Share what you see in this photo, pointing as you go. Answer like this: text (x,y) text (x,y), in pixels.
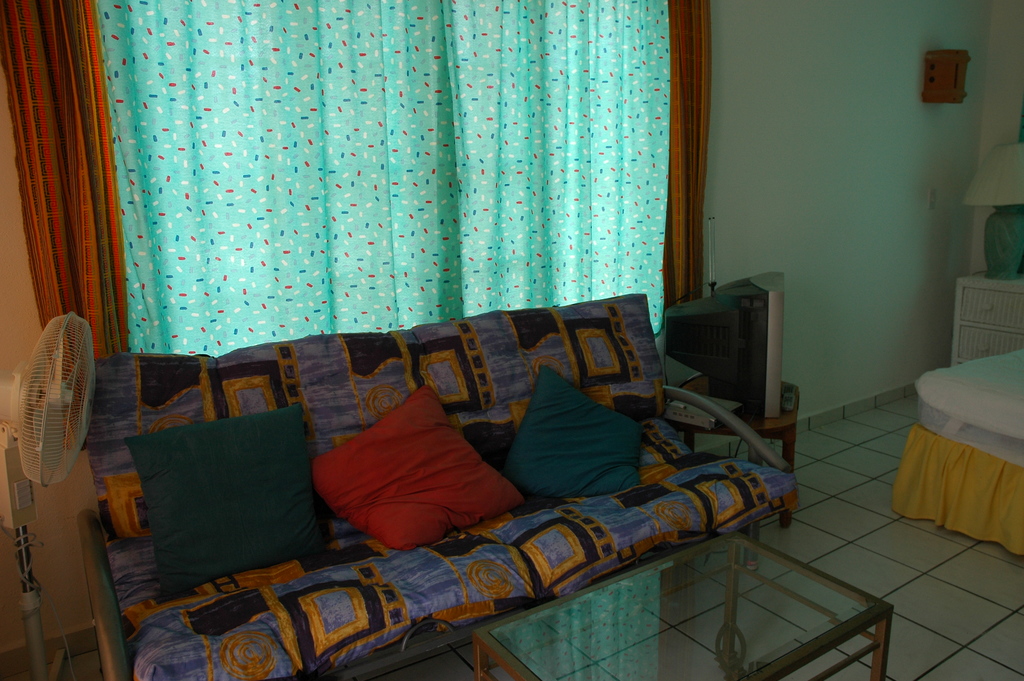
A sofa (472,385) with cushions (221,532), a table fan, table (482,655) and TV (776,384) are there in a bed room (928,352).
